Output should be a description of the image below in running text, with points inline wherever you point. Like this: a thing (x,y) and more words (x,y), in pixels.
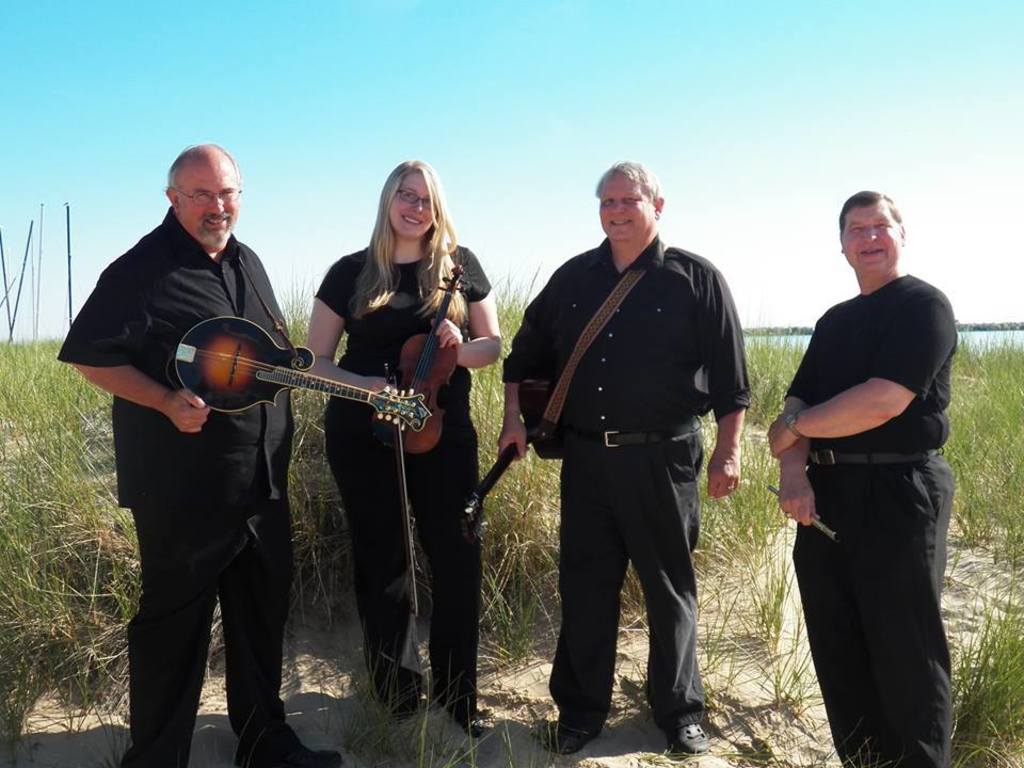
This is a picture taken in the outdoors. It is sunny. There are group of people (745,397) are in black dress (111,346) holding the different music instruments (193,374). Behind these people (242,426) there is a grass (42,393) and a sky (508,135).
